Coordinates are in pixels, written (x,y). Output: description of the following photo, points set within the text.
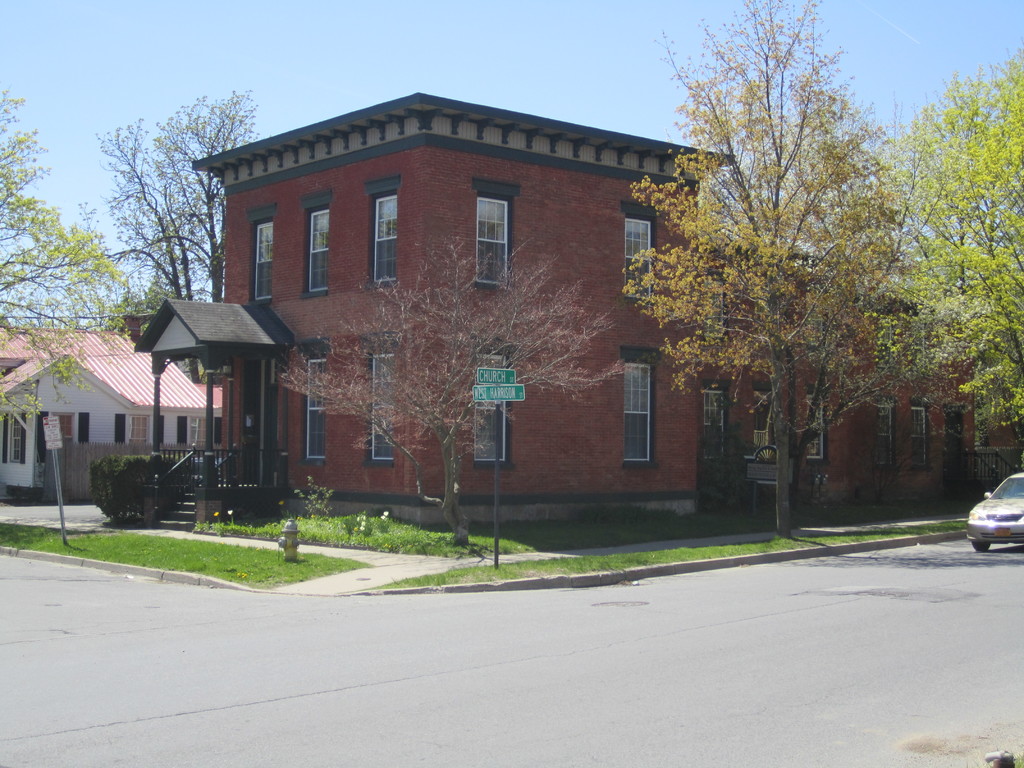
In this image we can see buildings (496,349), sign boards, staircase (187,462), railings (193,457), hydrant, trees (489,338) and sky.
